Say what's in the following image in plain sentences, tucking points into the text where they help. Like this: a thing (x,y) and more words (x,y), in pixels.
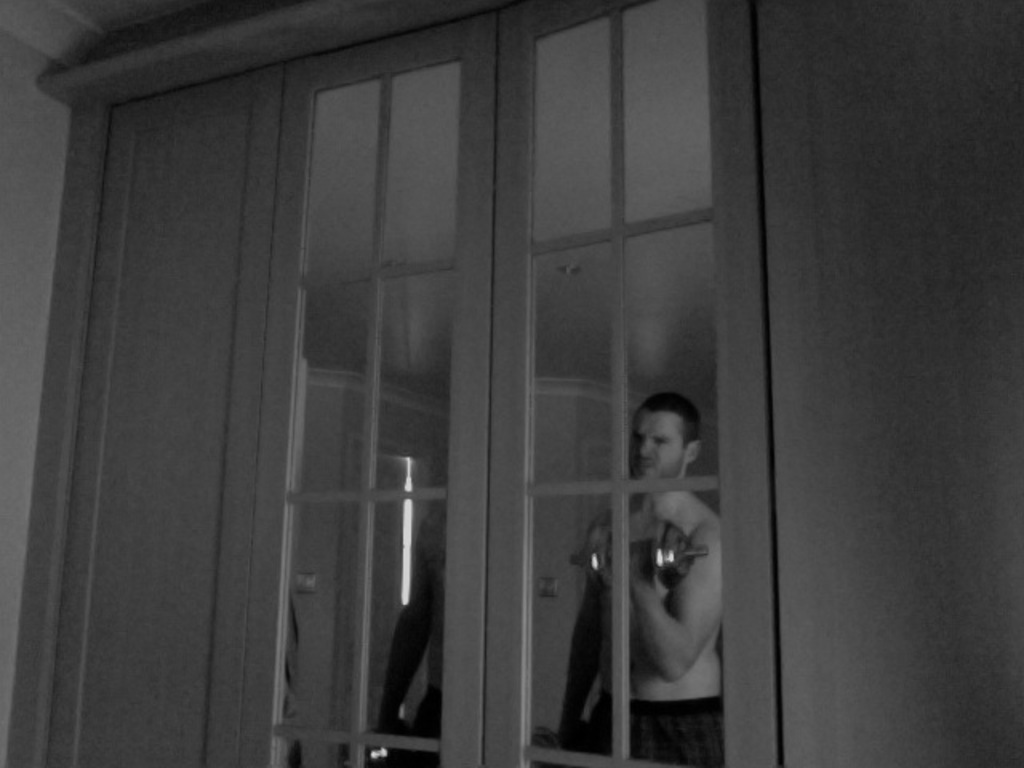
In this image there is a door (397,211) as we can see in middle of this image (544,394). There is one person (669,449) standing at right side of this image (711,559) is holding a dumbbell (673,550) and there is one another person (422,596) is at left side of this image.
